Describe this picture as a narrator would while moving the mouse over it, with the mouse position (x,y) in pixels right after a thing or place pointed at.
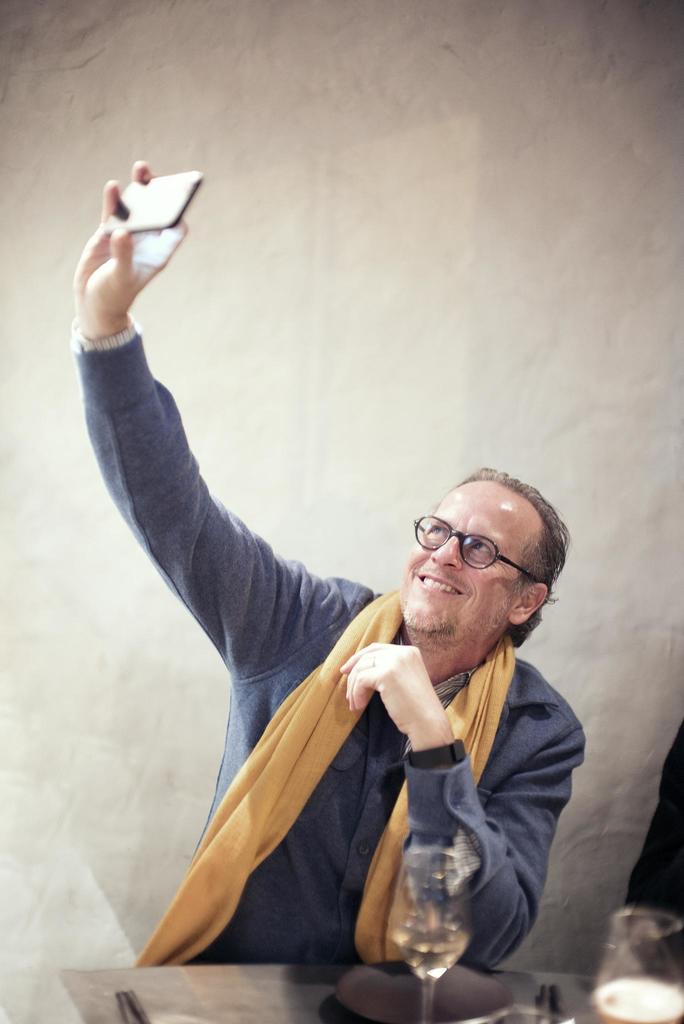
In this picture we can see a man (288,816) with spectacles (467,557) and a scarf (302,732). He is holding a mobile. In front of the man (378,788), there are glasses (435,923) and some objects (132,1012) on the table (277,985). Behind the man (399,735), there is a wall (396,292).
